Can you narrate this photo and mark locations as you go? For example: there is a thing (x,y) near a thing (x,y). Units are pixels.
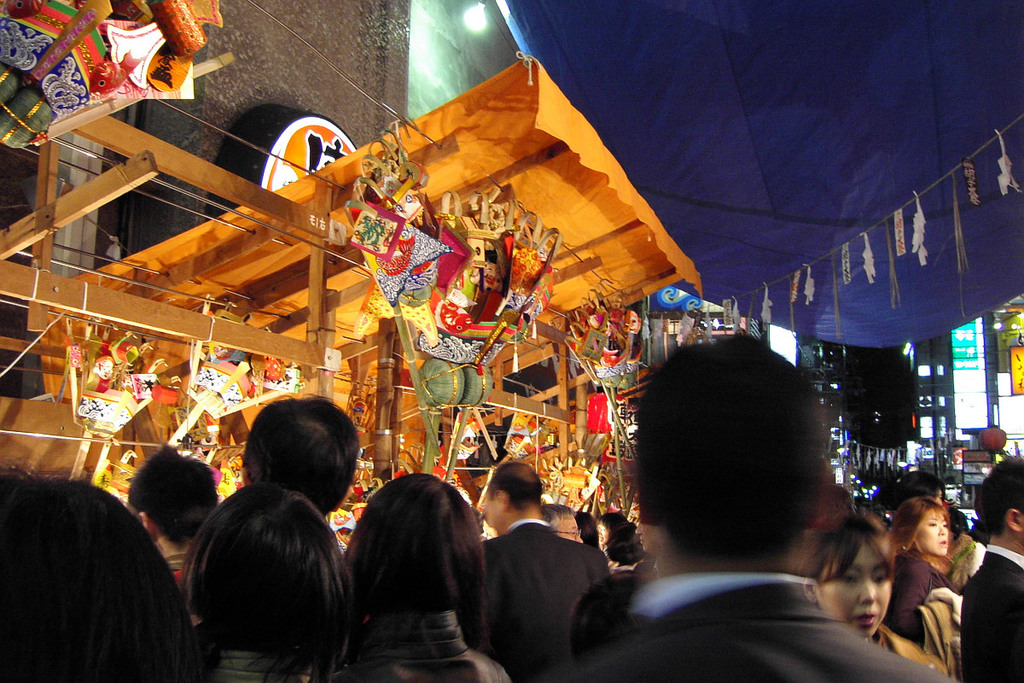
In this image I see few stores (411,120) and I see number of people (591,526) and I see the light (471,17) over here. In the background (373,24) I see the buildings (844,406) and it is a bit dark.
